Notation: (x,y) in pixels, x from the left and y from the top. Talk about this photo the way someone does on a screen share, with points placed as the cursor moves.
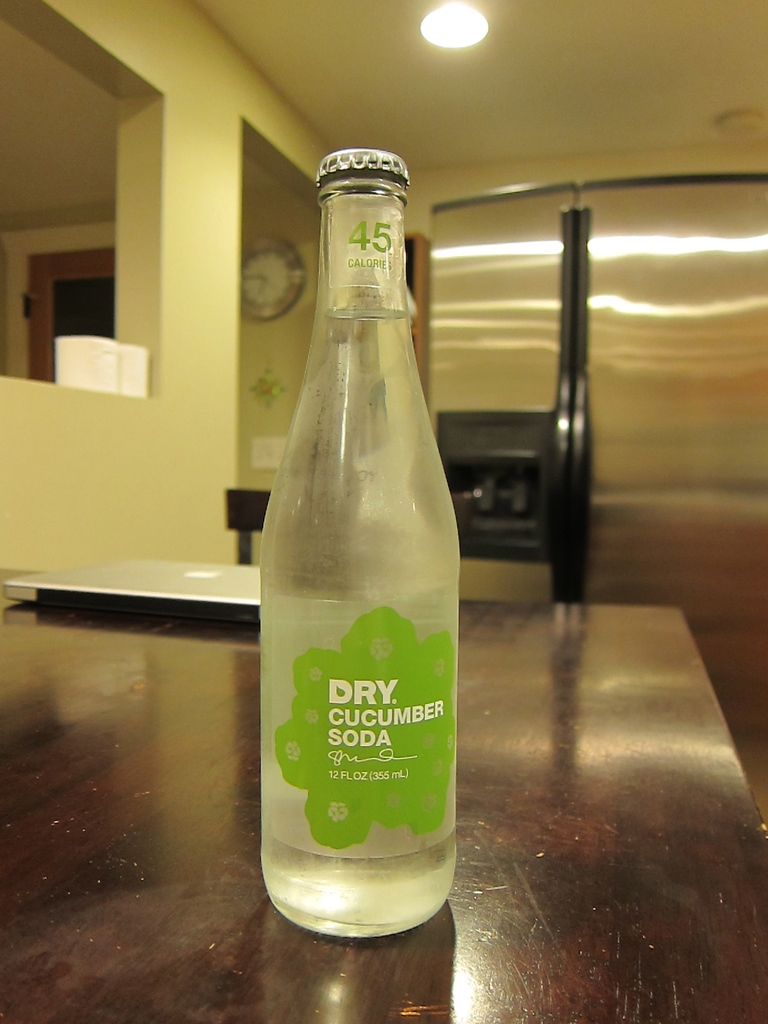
This is the picture of a bottle (456,784) on the table (552,951) on which the label (322,763) is in green color and there is also a system (105,595) on the table (151,658).
